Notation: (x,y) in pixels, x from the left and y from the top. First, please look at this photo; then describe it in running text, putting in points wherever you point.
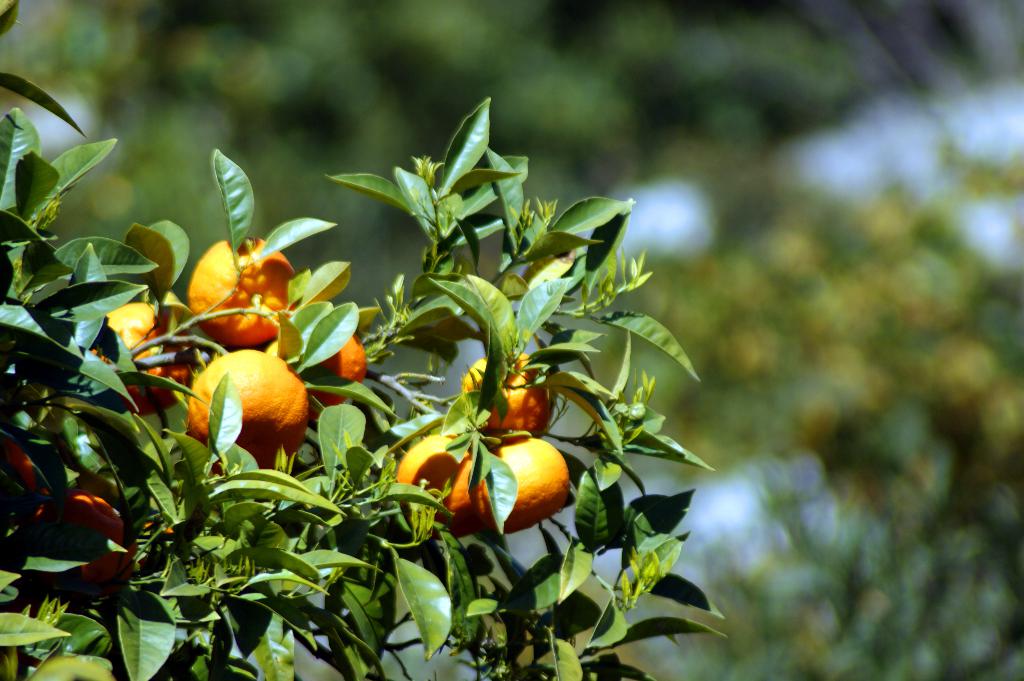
In the foreground of this image (295,356), there are oranges (454,479) to the tree (382,496) and the background (782,334) image is blur.
